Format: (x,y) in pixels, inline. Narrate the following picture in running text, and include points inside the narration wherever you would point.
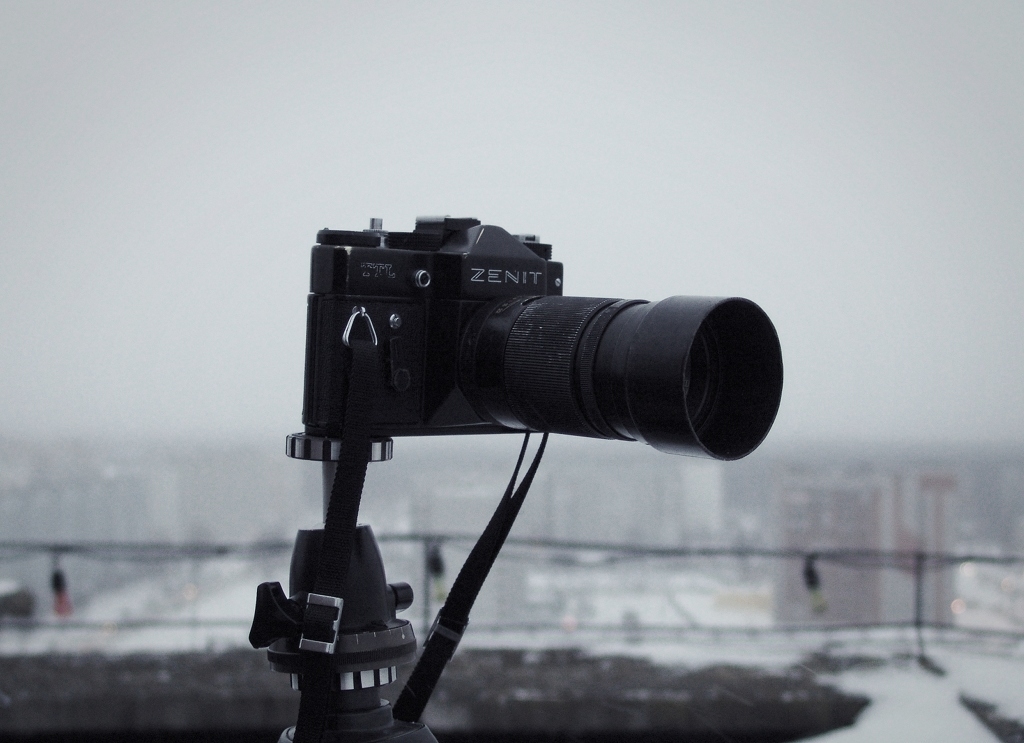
In the middle of this image (427,377), there is a camera (741,393) attached to a stand (297,641). And the background (119,618) is blurred.
